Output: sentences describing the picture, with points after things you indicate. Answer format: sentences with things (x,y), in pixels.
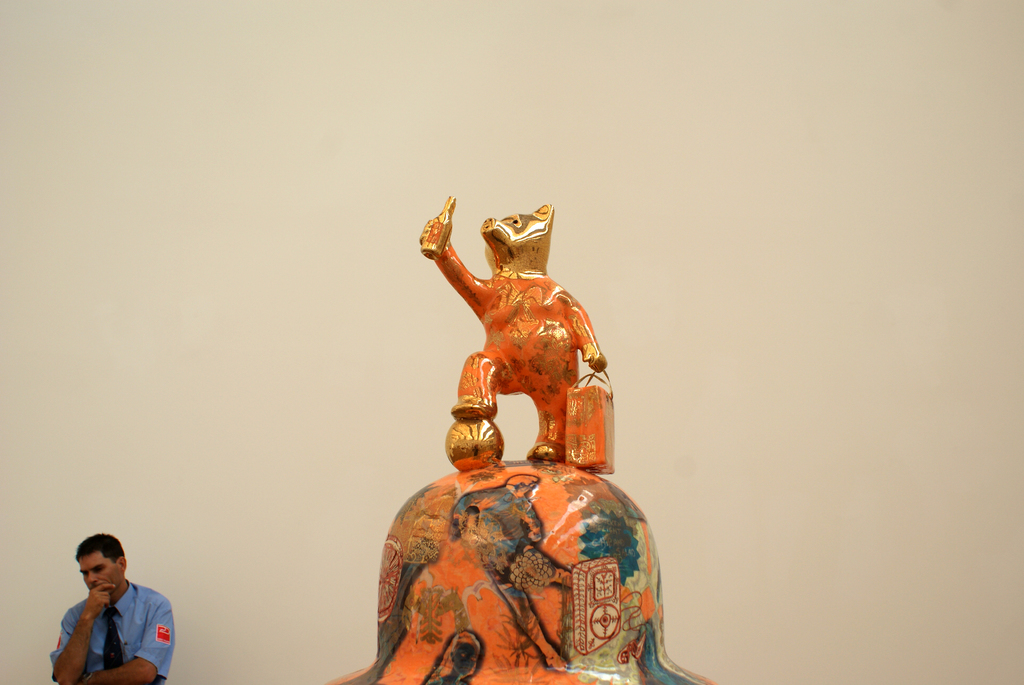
In this picture we can see statue (487,335). On the bottom left corner (162,644) there is a security person (100,577) who is standing near to the wall (194,503).
